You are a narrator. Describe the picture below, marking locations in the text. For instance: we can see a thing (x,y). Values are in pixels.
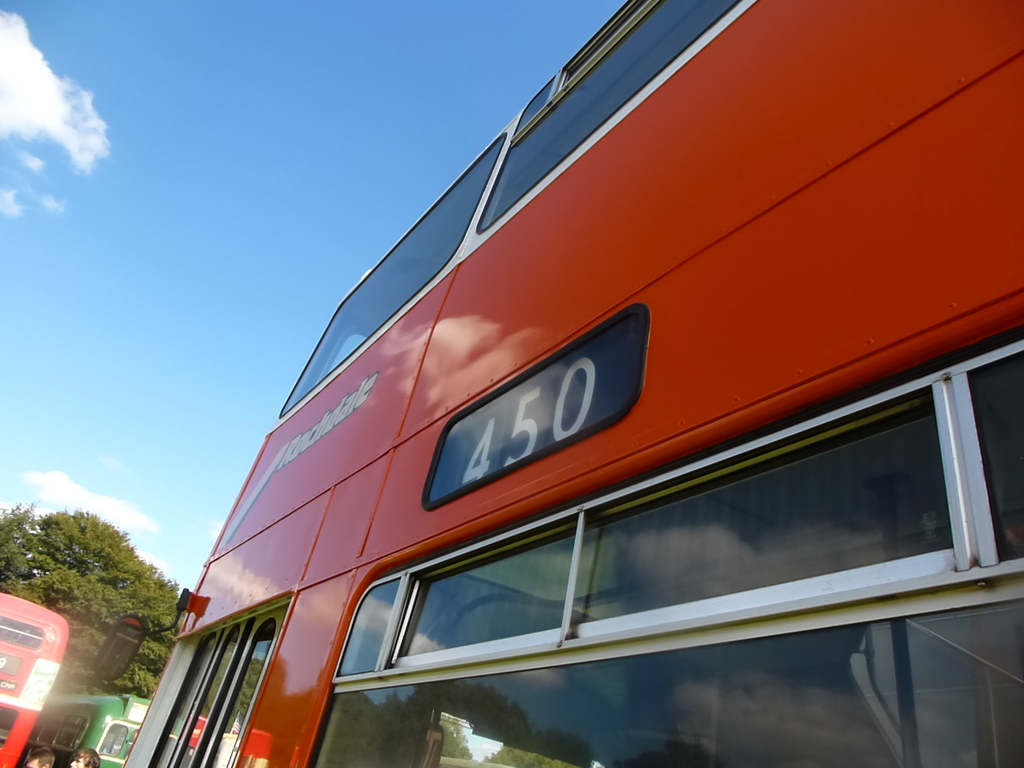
In this picture we can see three buses (180,737), in the background (102,584) there is a tree (92,569), we can see two persons (80,759) at the left bottom (39,757), there is the sky (207,204) at the top of the picture (228,191).
